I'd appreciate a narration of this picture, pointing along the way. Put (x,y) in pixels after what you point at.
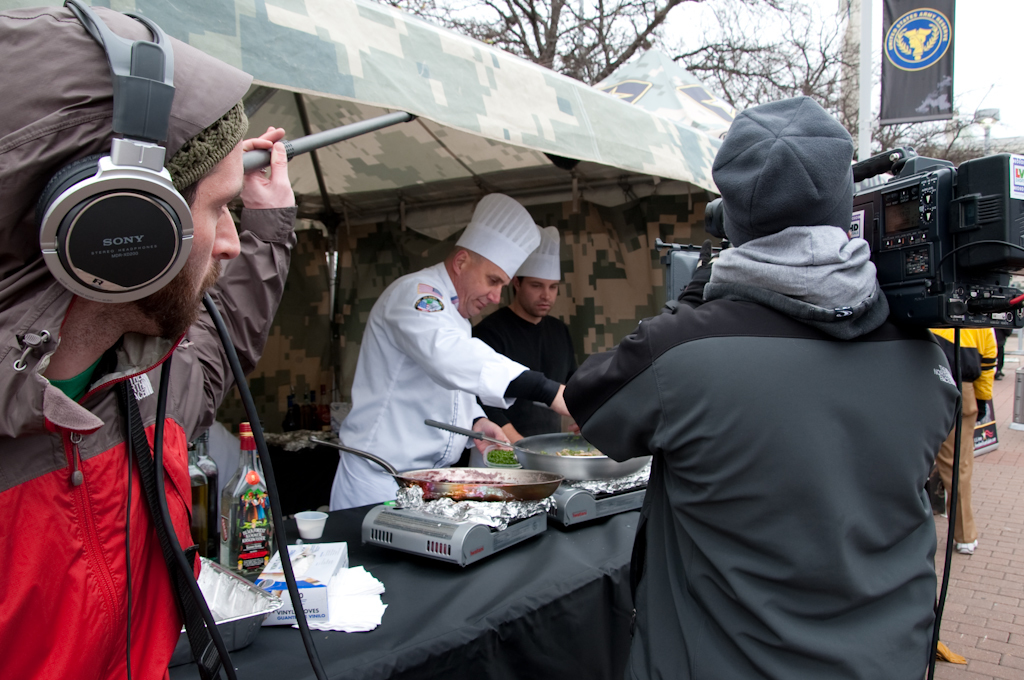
Here we can see few persons (768,441). He is holding a camera (941,303) and he is preparing food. Here we can see a tablecloth (537,625), pan (603,475), stove (451,524), bottle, cup (297,522), tissue papers (343,619), tray (248,608) and a box (331,551). This is stall (362,534) and there are trees (934,141). Here we can see a banner (913,72), pole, and sky (1010,112).
